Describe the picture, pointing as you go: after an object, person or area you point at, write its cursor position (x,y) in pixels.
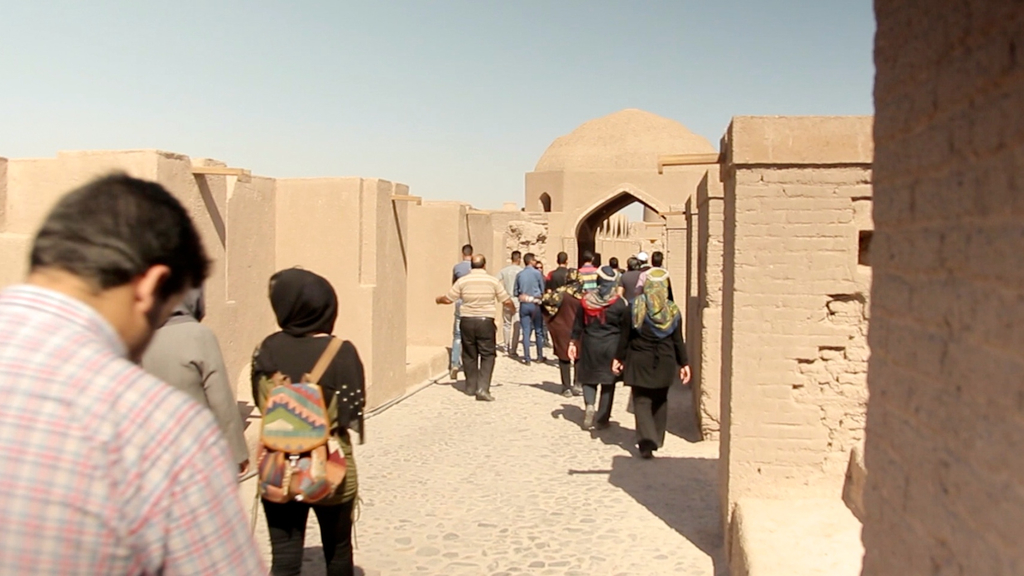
In this picture I can see group of people (542,341) standing, there is a fort (634,190), and in the background (609,70) there is sky (385,70).
